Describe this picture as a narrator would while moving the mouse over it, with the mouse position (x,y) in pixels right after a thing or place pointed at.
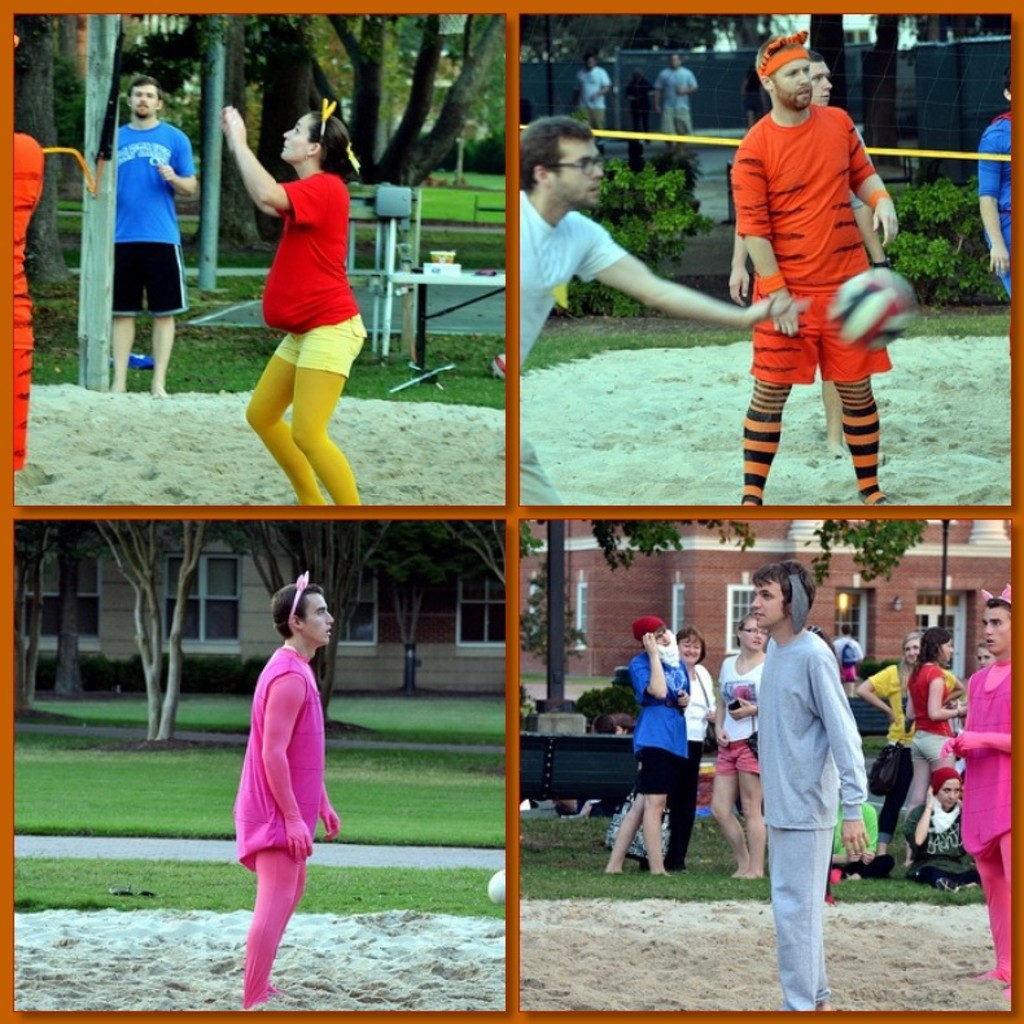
In this image I can see the collage picture in which I can see few persons (317,464) are standing on the ground (359,808), some grass (447,813) on the ground (425,730), some sand (468,500), few trees (294,22), few buildings (634,611), few windows (497,608) of the buildings (461,636) and I can see a ball (894,295) over here.
